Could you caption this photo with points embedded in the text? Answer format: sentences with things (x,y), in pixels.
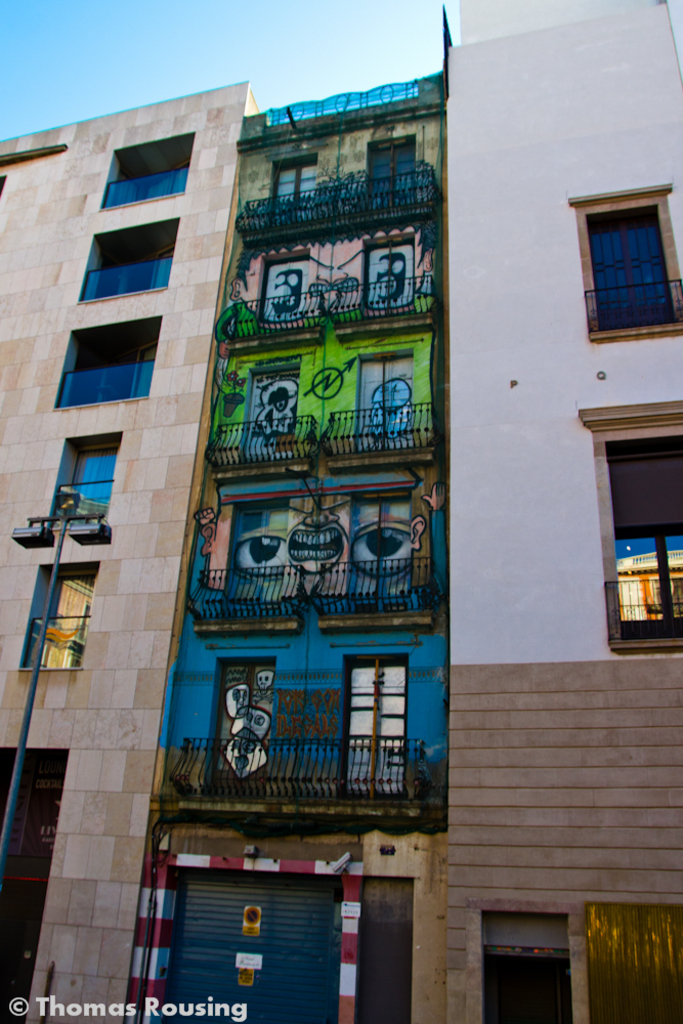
In this image we can see the buildings (294,615) and also a light pole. We can also see the shutter (296,947) and graffiti (311,355) on the walls (275,711) of the building (333,646). At the top (232,20) there is sky (31,14) and in the bottom left corner (132,1009) we can see the text (176,1006).
